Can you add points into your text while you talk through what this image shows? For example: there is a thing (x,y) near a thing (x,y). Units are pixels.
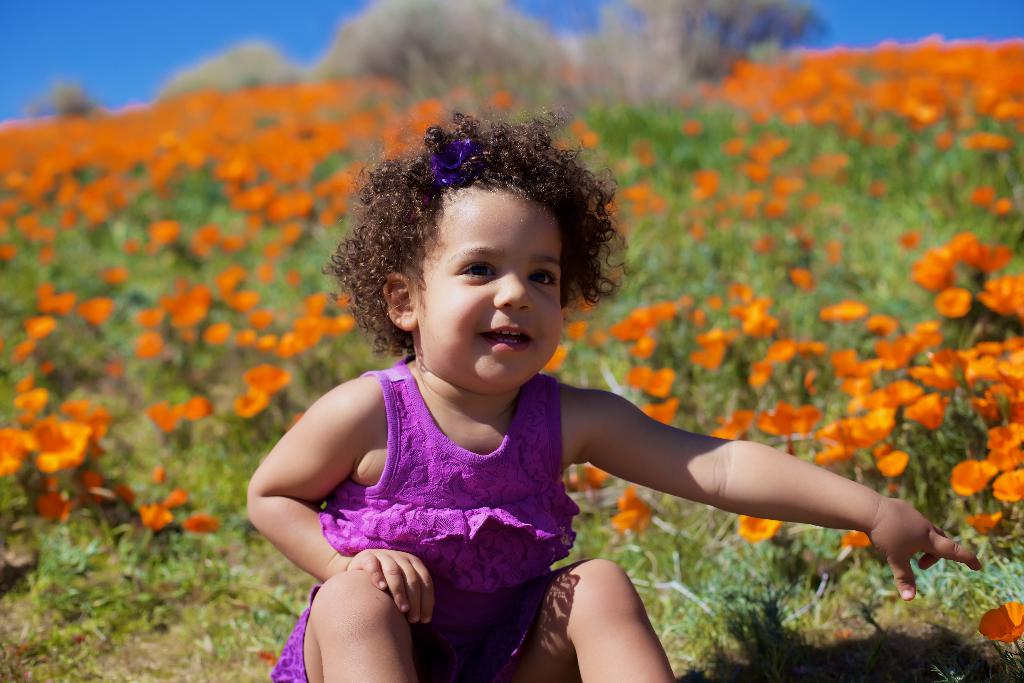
In this image we can see there is the child (494,338) sitting on the ground (617,531). And at the back (368,167) there are plants (237,149) with flowers (262,109) and the sky (140,38).
